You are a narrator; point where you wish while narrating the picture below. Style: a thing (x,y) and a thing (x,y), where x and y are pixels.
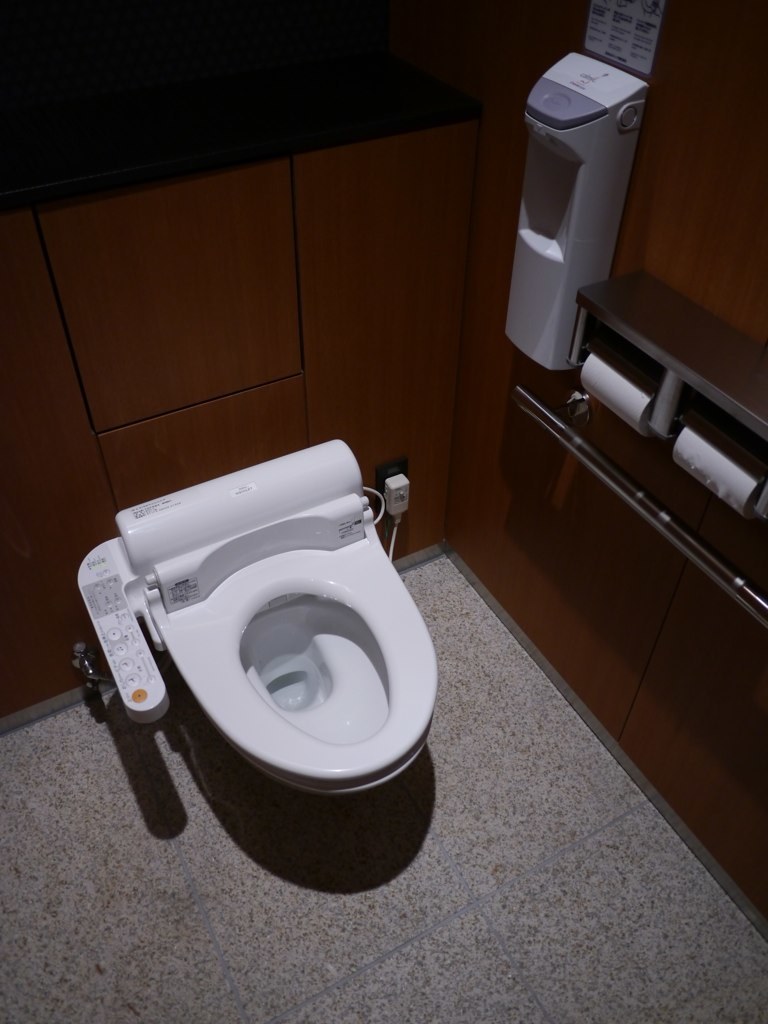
In the middle of the picture (342,524), we see a toilet seat (357,599). On the right side (562,359), we see the tissue rolls (626,377) and a sanitizer (614,90). Behind that, we see a wall (635,200) in brown color. In the background (728,221), we see a brown wall (179,227). This picture might be clicked in the washroom (132,626).
